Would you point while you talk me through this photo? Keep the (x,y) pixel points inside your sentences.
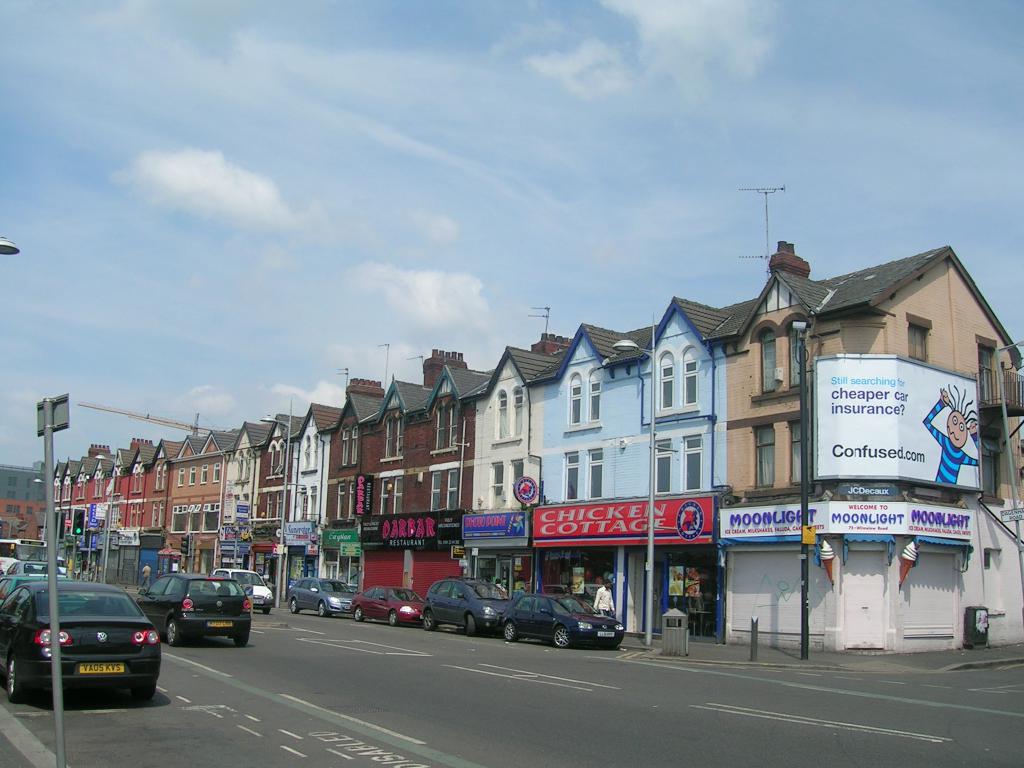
In this image I can see the road (384,668), few vehicles (183,586) on the road (203,686), few poles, few boards (380,547) and few buildings (396,480). I can see few antennas (386,388) on the buildings (369,395) and in the background (310,398) I can see a crane (97,403) and the sky (328,190).
